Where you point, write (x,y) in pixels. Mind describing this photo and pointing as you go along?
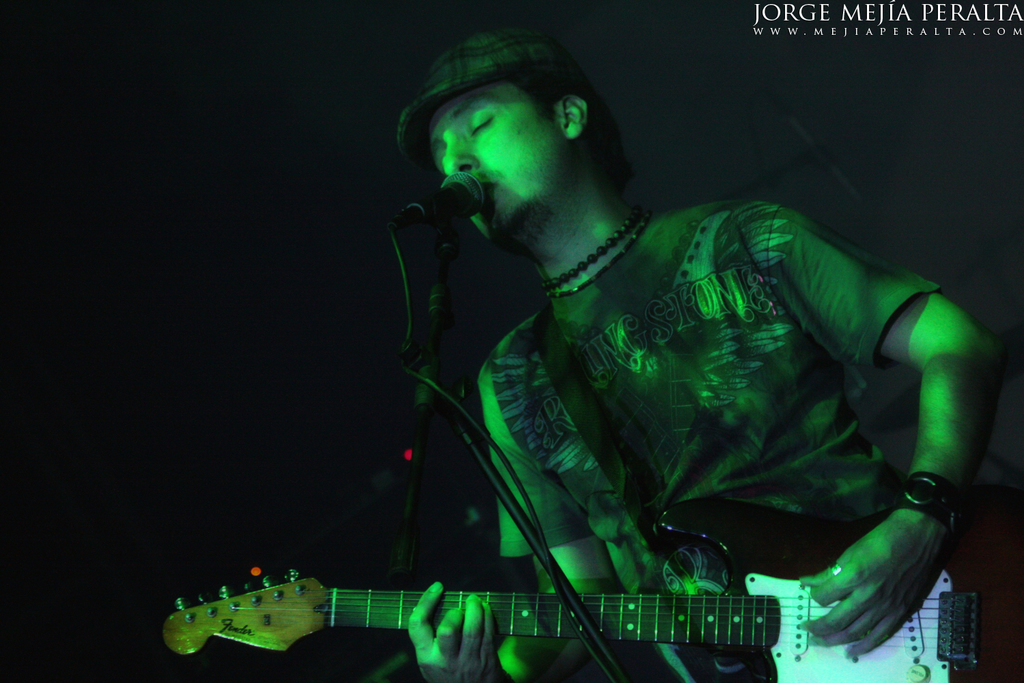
In the image there is a man (660,496) holding a guitar (823,674) and playing it in front of a microphone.
